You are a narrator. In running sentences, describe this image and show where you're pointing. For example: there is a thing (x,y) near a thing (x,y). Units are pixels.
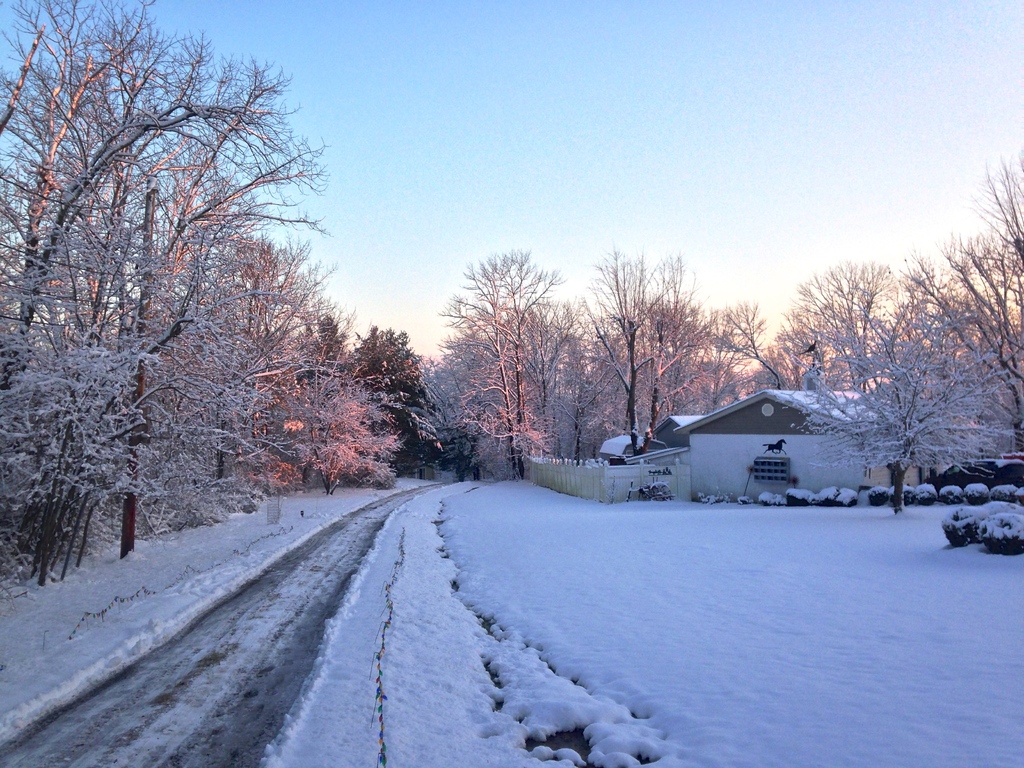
This image is clicked on the road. There is snow (831,583) on the ground (499,574). On the either sides of the road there are trees (338,382). There is a house (785,444) in the image. There is a wooden fence (628,474) around the house (711,485). At the top (572,100) there is the sky (534,78).
